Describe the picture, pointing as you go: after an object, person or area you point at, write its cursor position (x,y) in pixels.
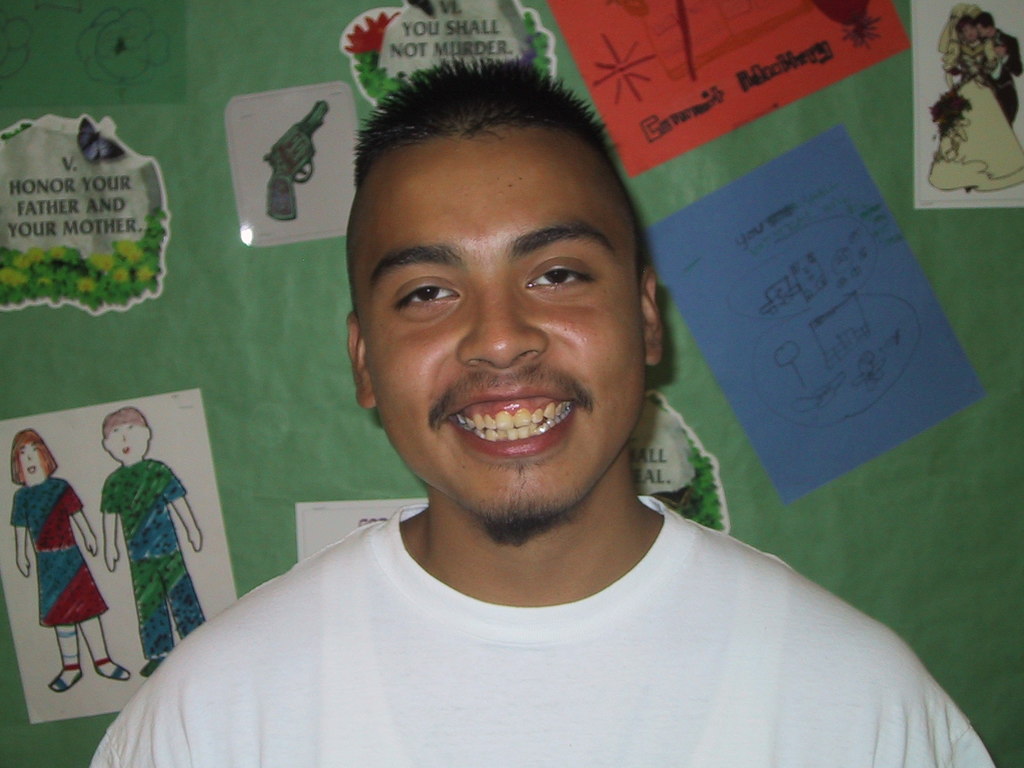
In this image we can see a man (476,534). On the backside (708,347) we can see some papers (207,493) pasted on a wall (253,449) containing some pictures (135,281) and text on them.
